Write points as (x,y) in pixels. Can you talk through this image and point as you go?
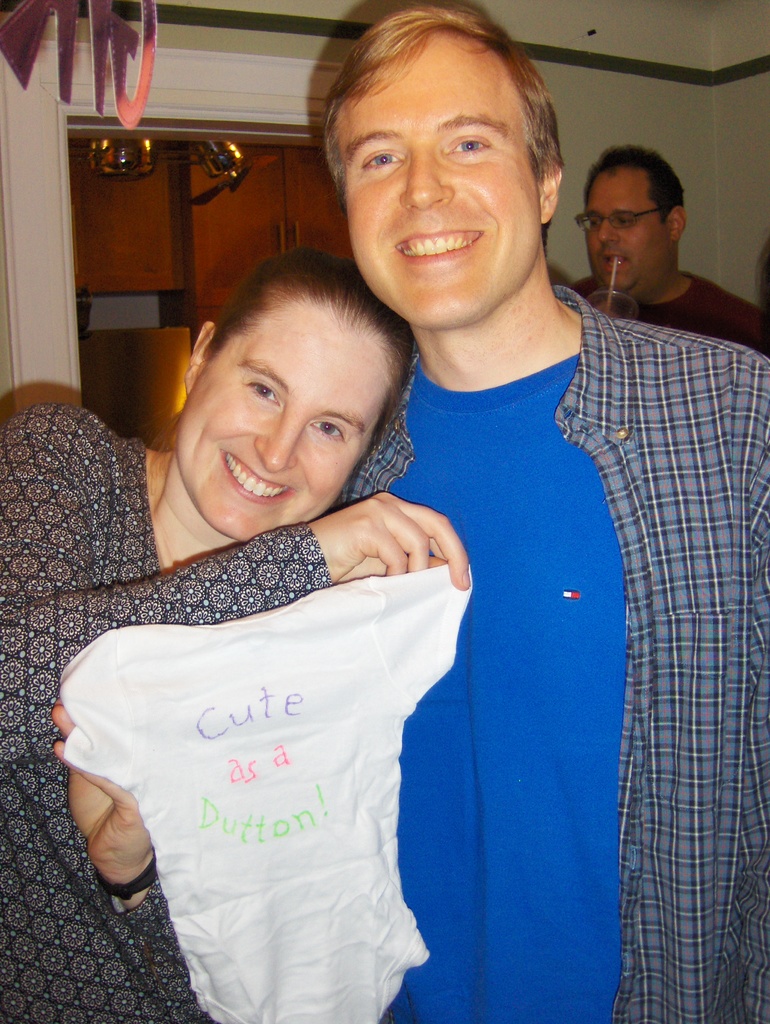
In the image there are total three people (353,433) two of them were standing in the front (419,556) and posing for the photo, both of them are smiling and the woman (319,535) standing on the left side (106,854) is holding a t-shirt (142,774) and behind these two people (524,402) there is another man (709,330) standing and drinking some drink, in the background (754,191) there is a wall (751,204) and on the left side (210,202) there are three cupboards (246,205).
